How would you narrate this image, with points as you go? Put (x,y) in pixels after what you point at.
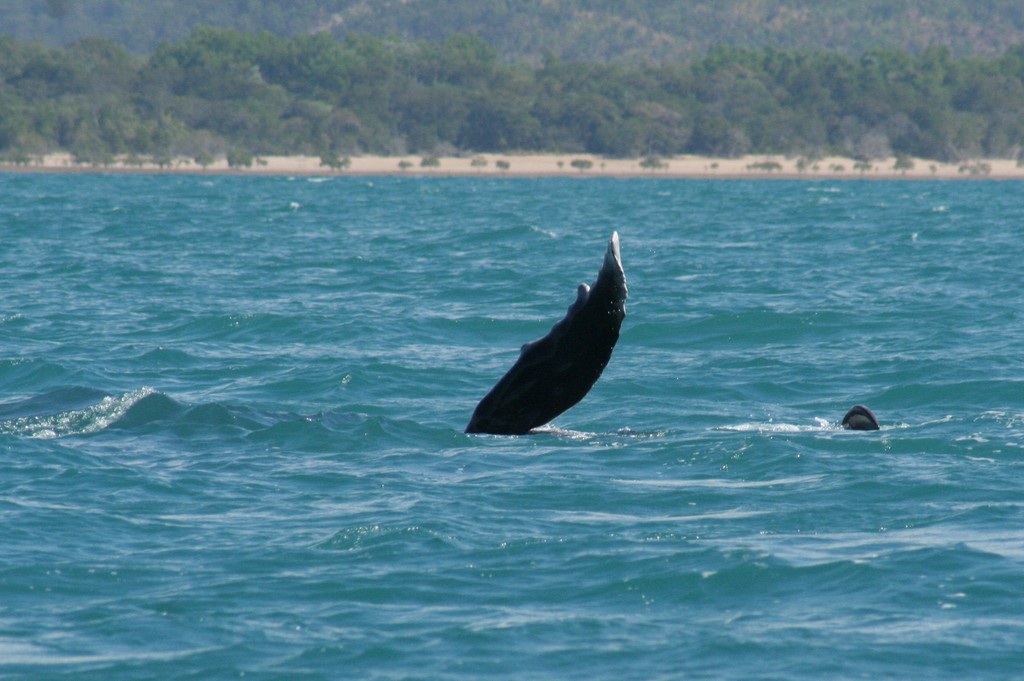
In this image I can see an aquatic animal (542,395) in the water (441,310). In the background (462,111), I can see the trees (443,107).
